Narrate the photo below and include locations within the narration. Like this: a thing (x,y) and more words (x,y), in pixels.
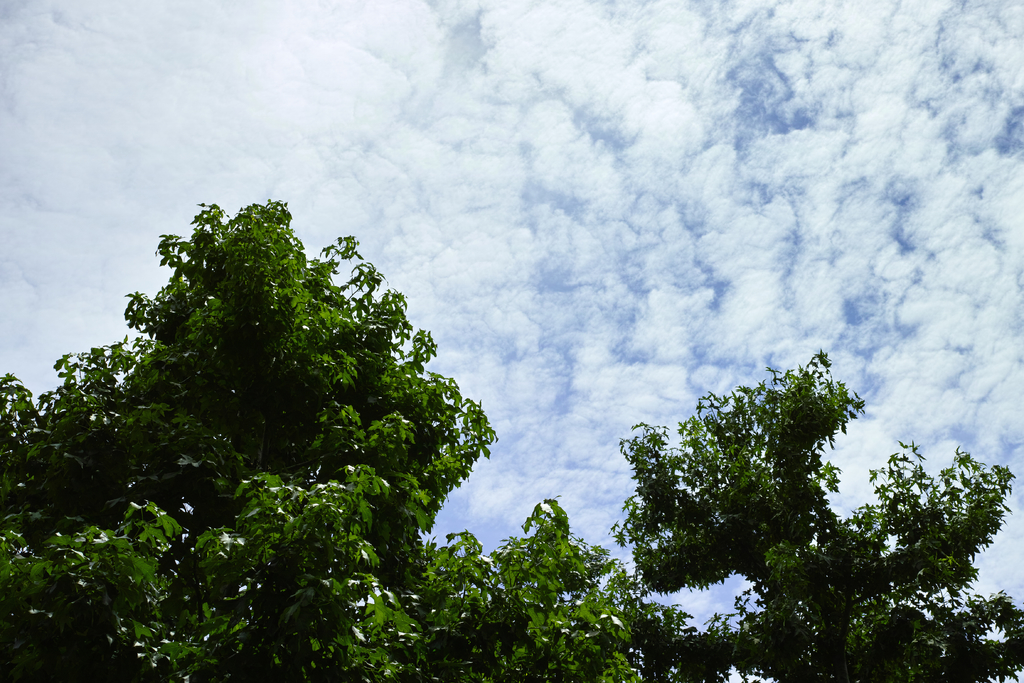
In this image I can see there is a tree (385,571) and the sky (630,214) is clear and a bit cloudy.
